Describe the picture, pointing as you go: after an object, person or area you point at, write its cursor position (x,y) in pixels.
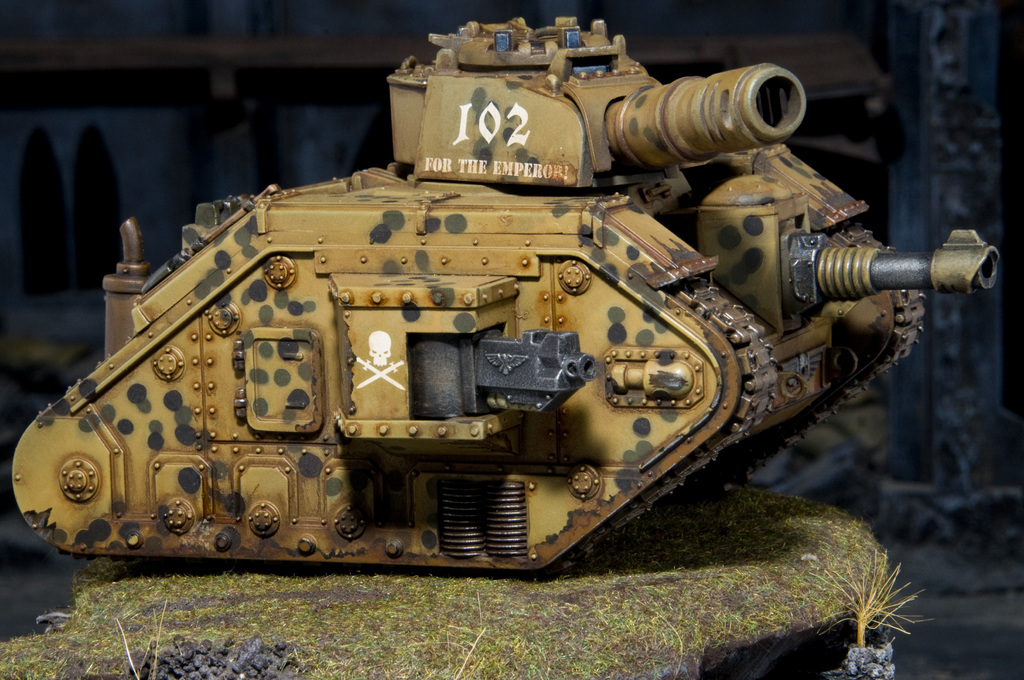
In this image there is a small military tank toy (484,459) on the ground (399,592). In the background (236,108) there is a house (244,64) which is made up of cardboard (231,142).
